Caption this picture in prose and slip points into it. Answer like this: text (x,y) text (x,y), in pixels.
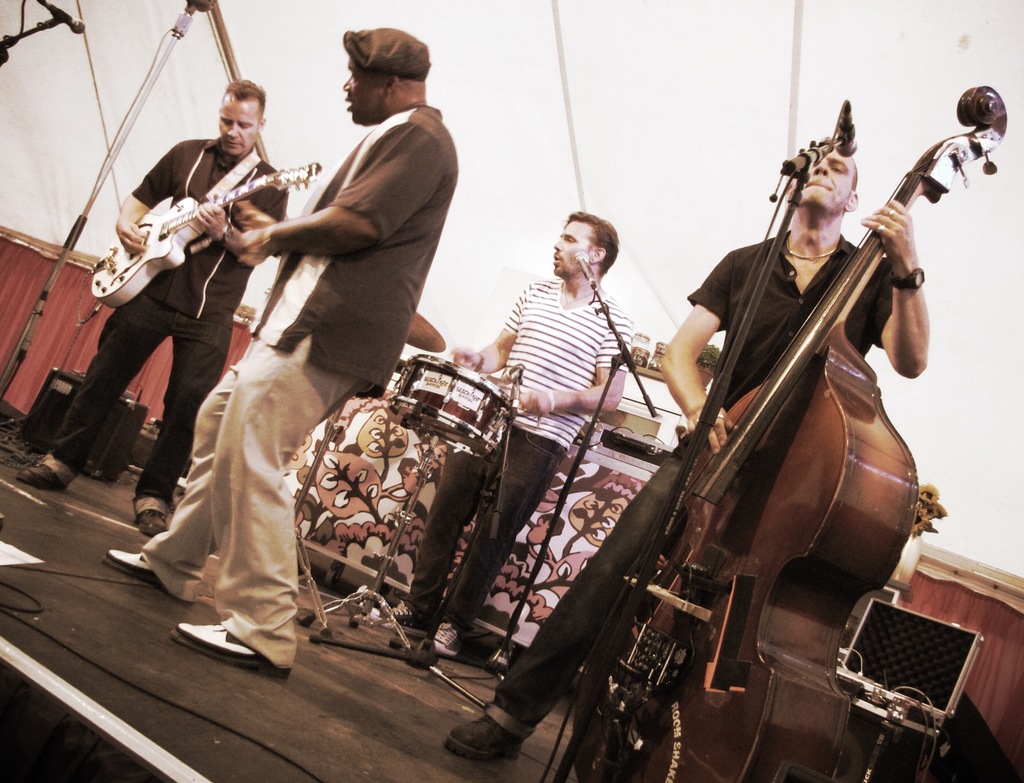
In this picture we can see three person (180,174) playing musical instruments (163,258) such as guitar (158,242), drums (451,421), double bass (789,743) and in middle (359,284) person (406,148) is dancing they are on stage (87,483) and here we can see mic (68,22), stand (35,31), speakers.
